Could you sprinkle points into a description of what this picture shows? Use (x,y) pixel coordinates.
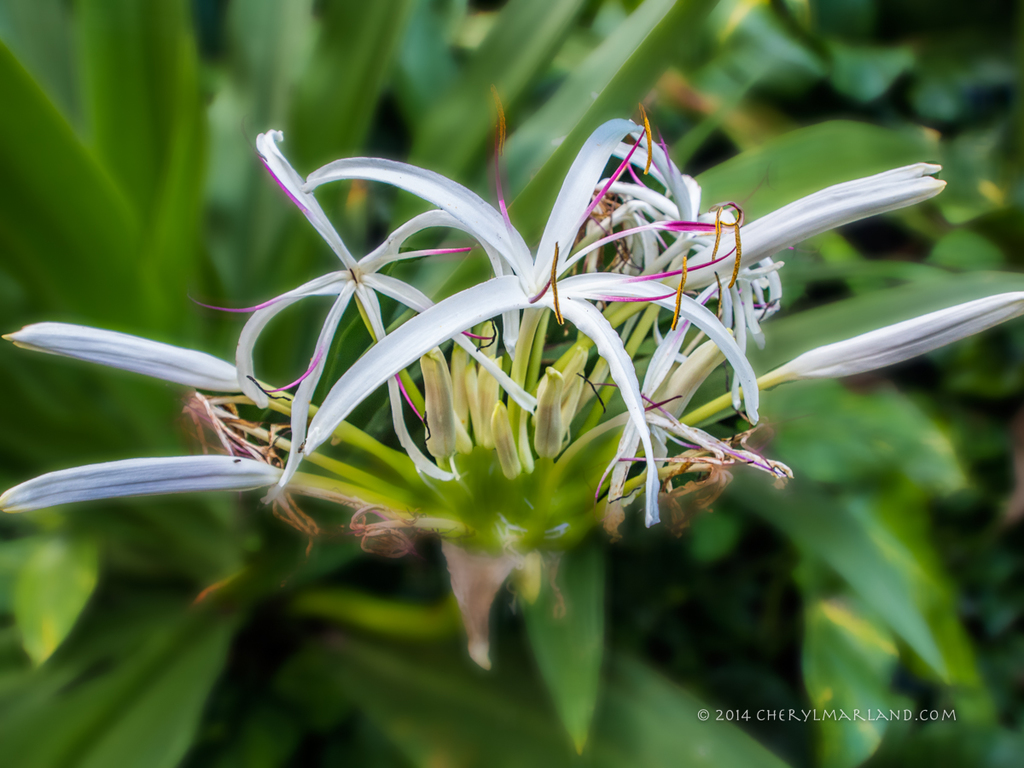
In the center of the image (485,328) we can see flowers (607,373). At the bottom (458,614) there are plants (829,587).
